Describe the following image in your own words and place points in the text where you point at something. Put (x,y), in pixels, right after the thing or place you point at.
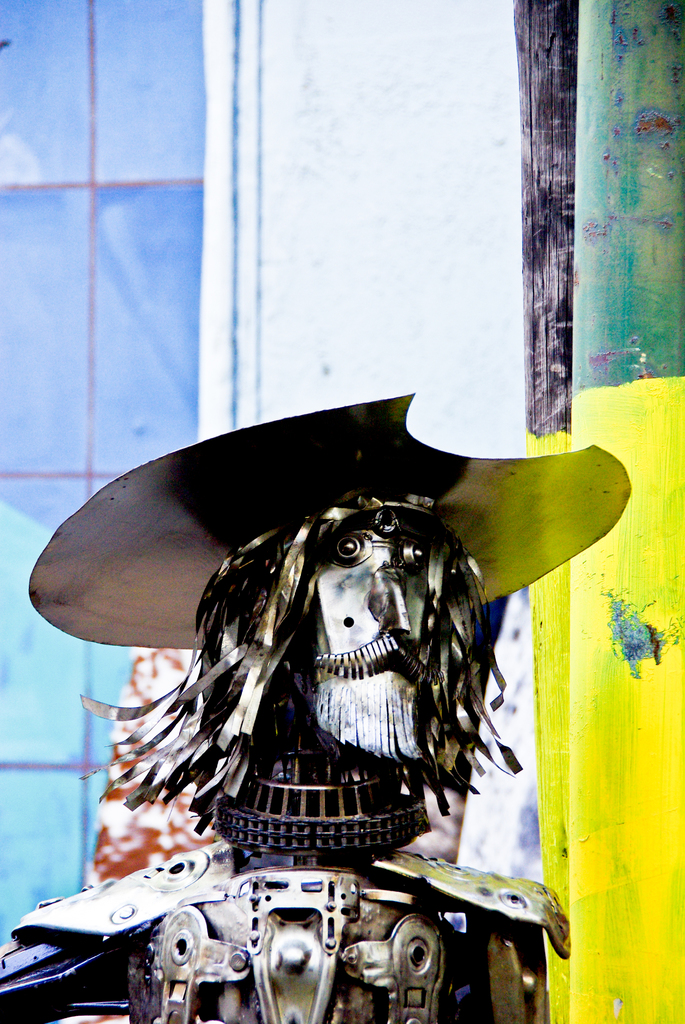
In this picture we can see a statue (330,559), pole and a wall (128,445) in the background (153,428).
